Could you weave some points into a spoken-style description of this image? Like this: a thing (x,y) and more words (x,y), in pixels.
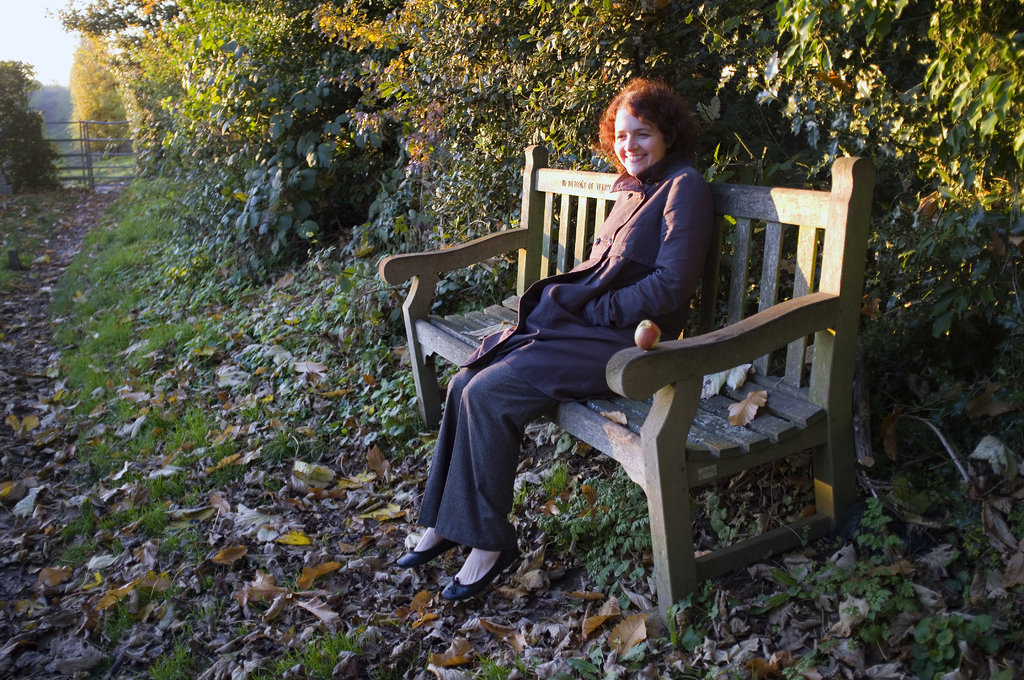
This image consists of a woman (535,361) sitting on a bench (663,490). At the bottom (762,573), there are dried leaves (226,553) and grass (89,387). In the background (556,52), there are plants (202,53) and trees (145,76). To the left (86,153), there is a small gate (91,157).
